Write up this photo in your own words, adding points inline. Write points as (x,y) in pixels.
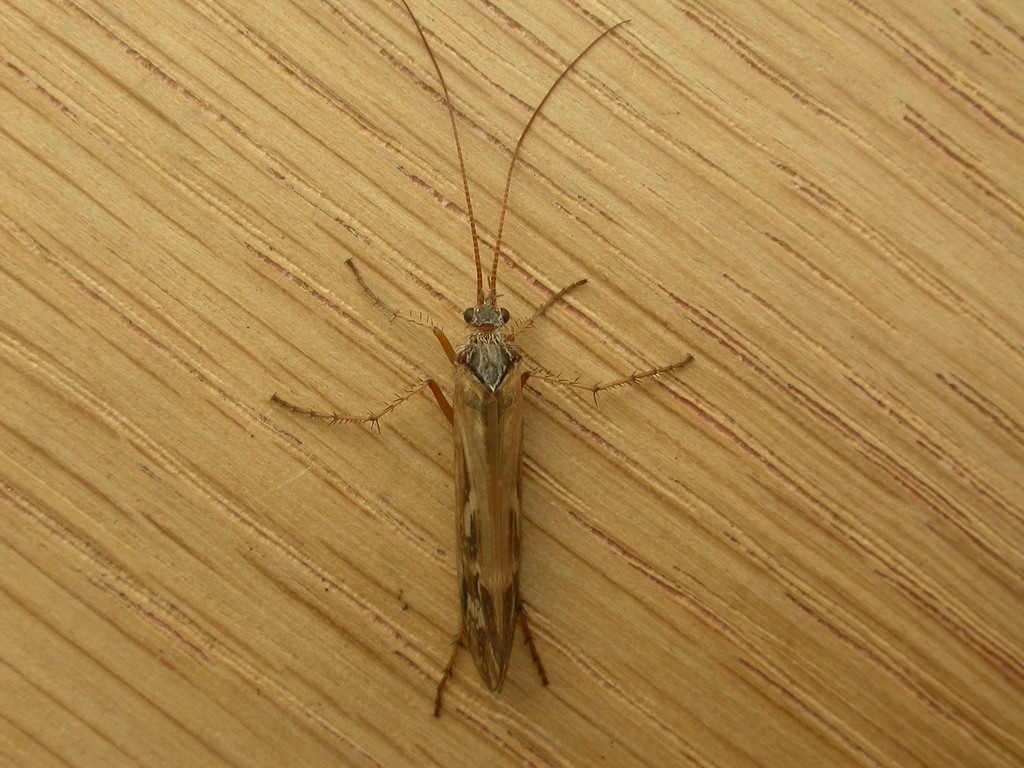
In the center of the image (515,473) we can see an insect (485,571) on the wooden surface (784,258).
